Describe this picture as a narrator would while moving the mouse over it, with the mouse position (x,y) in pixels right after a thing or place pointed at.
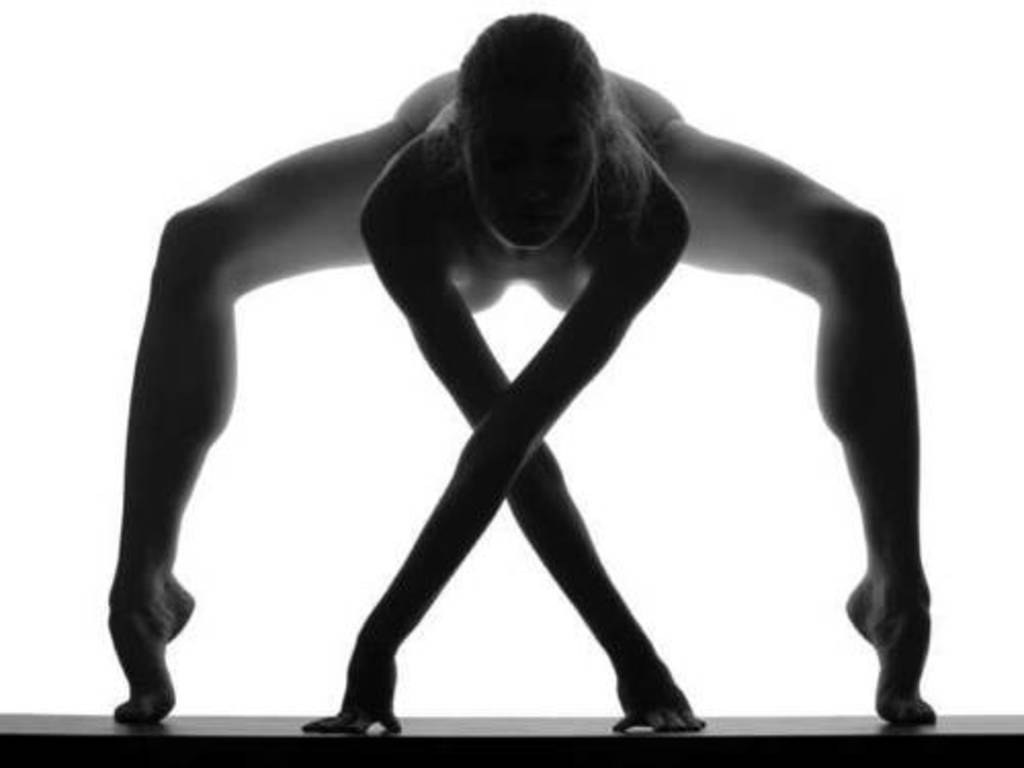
In this picture we can see a woman (156,610) on a platform (962,736) and in the background (298,313) it is white color.
